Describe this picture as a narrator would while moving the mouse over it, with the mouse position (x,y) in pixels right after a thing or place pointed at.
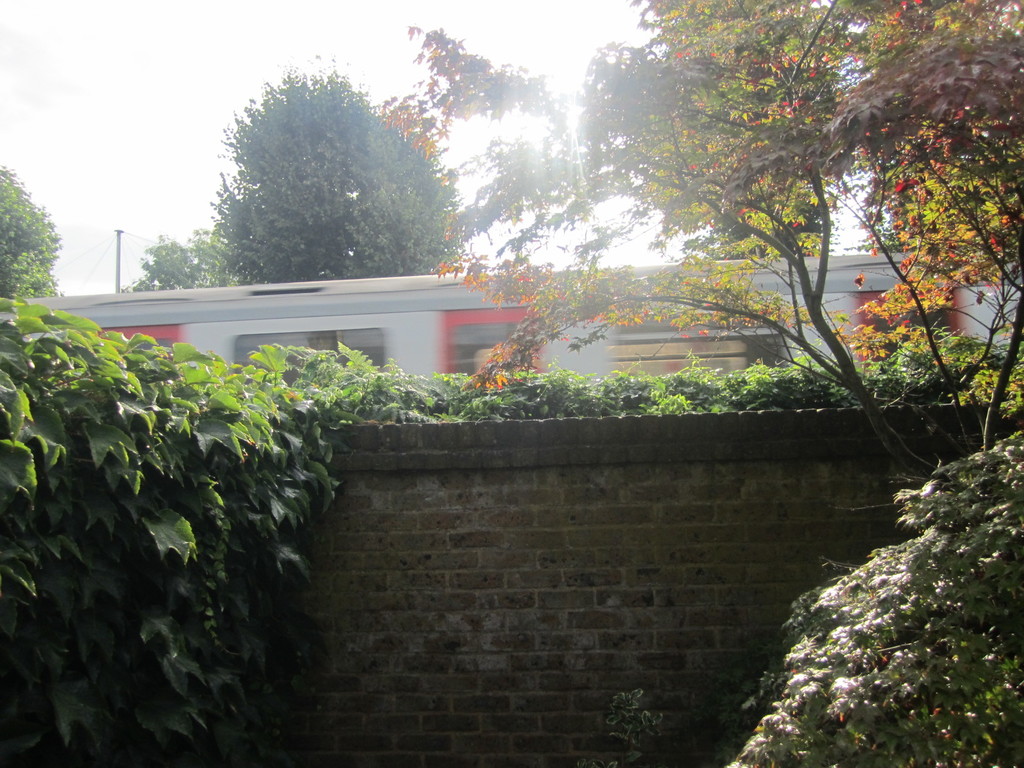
In the image I can see a train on the track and also I can see some trees (737,61) and plants (309,380).
